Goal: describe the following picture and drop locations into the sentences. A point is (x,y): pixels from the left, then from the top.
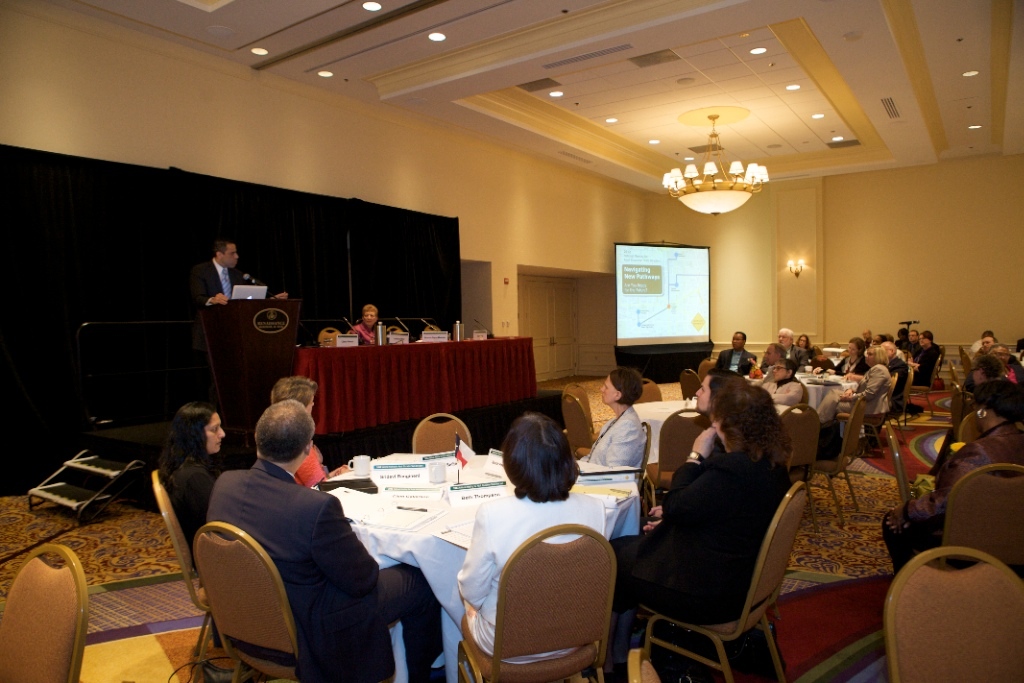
This is a picture taken in a room (167,109), there are a group of people (715,447) sitting on chairs (592,608) in front of these people (724,399) there are tables (651,426) on the table (417,523) there are paper (387,508), cups (361,462) and flag (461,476) and name board (495,484). In front of the people (488,514) on the stage (343,446) there is a man (207,291) in black blazer (207,285) was standing behind the podium (246,334) on the podium (252,335) there are laptop (258,290) and microphone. To the right side of the podium (259,334) there is other table (404,369) covered with red cloth (426,368) and a projector screen (630,314) and there is a ceiling lights (326,73) on the top (722,185) and a chandelier (713,196).
